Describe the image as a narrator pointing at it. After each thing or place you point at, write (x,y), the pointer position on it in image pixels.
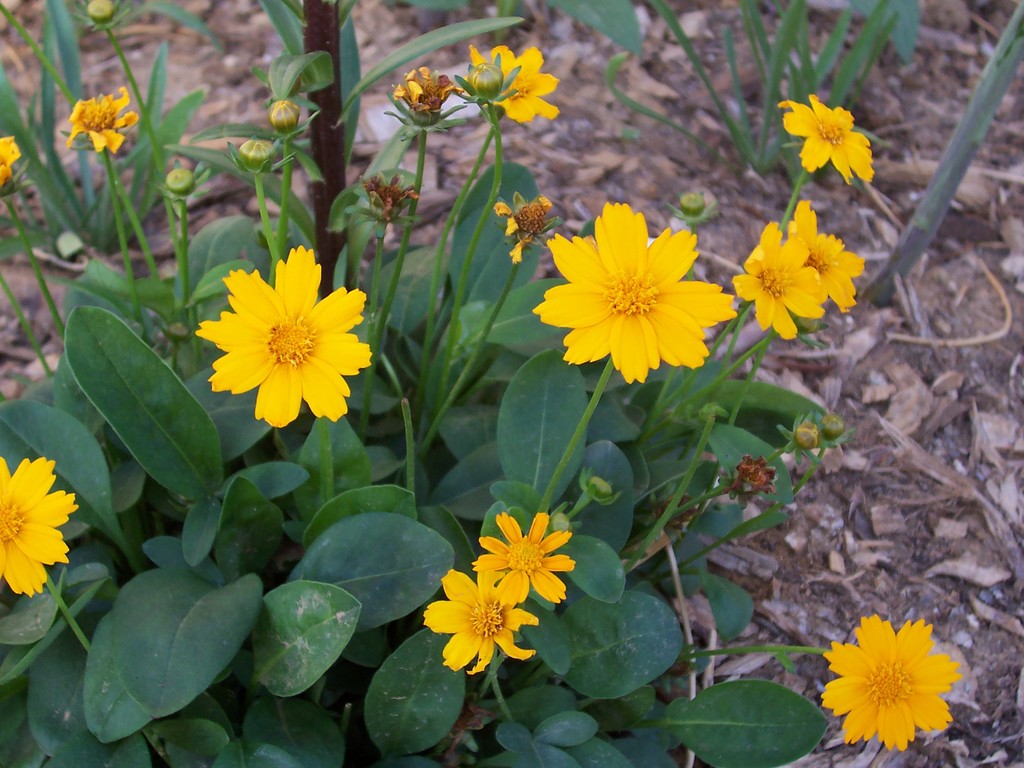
In this image we can see yellow color flowers plants (614,583) with leaves (311,589) and stem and on land (922,417) dry leaves (922,383) are there.
